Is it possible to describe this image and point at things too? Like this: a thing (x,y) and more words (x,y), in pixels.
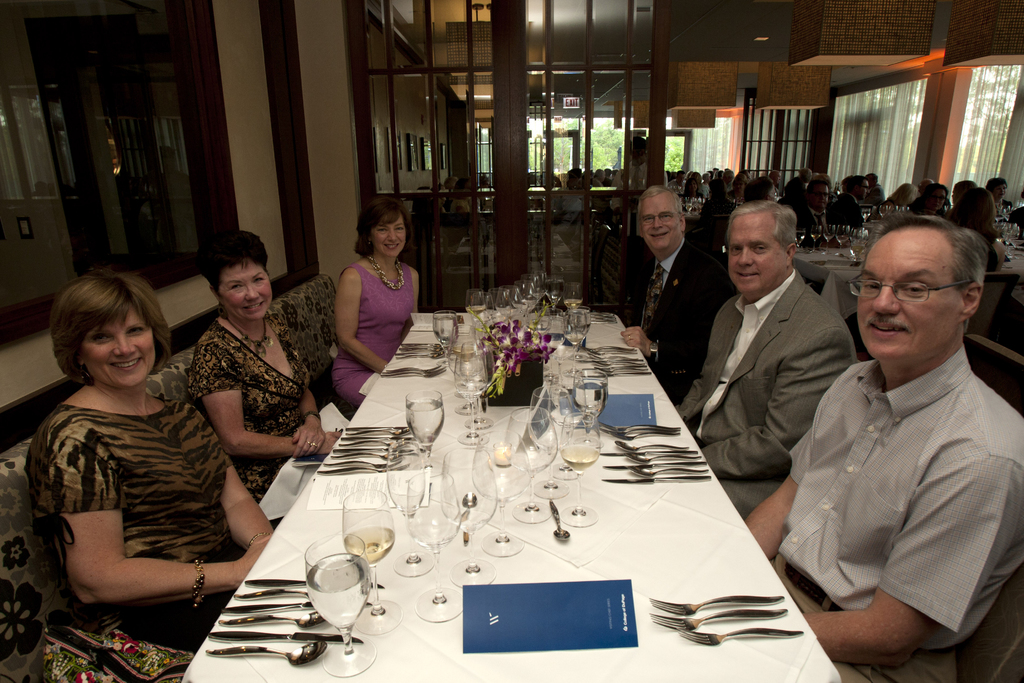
The picture is clicked inside a restaurant (678,582). There are tables (628,377) around it there are chairs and sofa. On the table (656,529) there are glasses (497,537), cutlery (698,608), flowers (520,346). People (765,364) are sitting on the chairs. In the background (720,152) there are glass wall (790,135) with curtains (908,140).
